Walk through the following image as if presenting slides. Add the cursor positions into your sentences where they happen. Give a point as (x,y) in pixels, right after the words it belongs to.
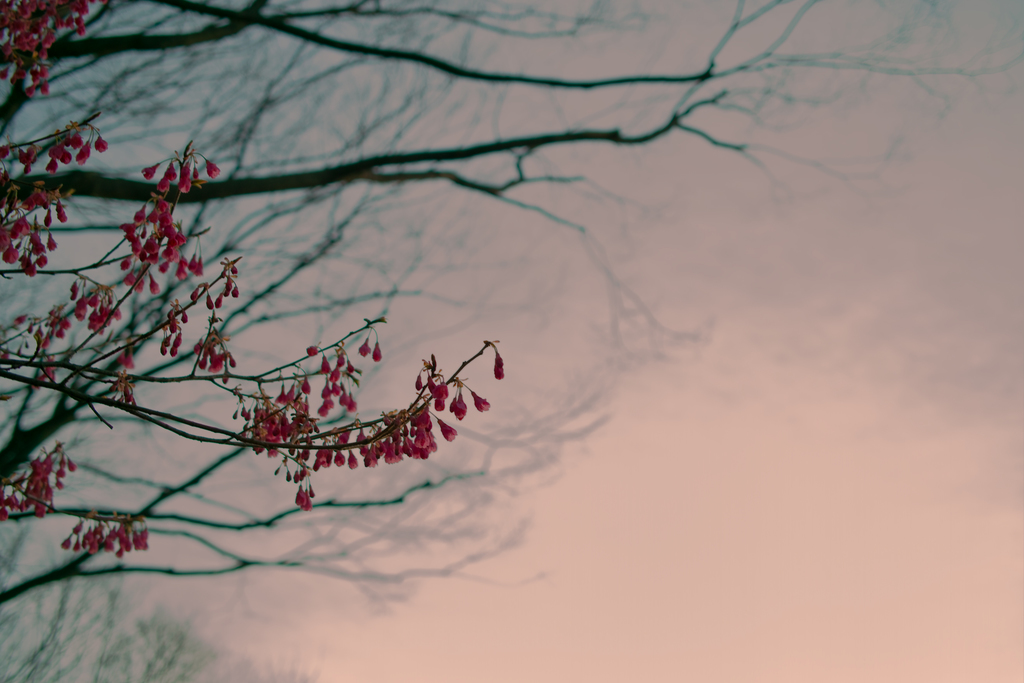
On the left of the image (266,420) there are pink color flowers (298,432) for some tree (101,516).
